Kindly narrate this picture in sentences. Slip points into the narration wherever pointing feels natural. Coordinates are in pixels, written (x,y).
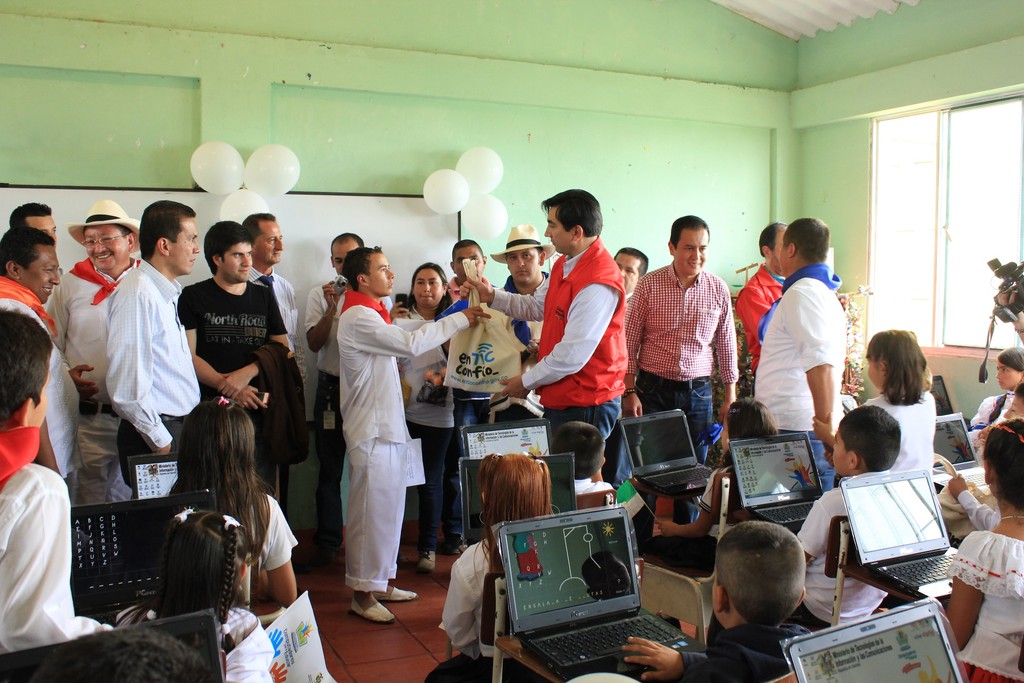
In this image, we can see some people (693,272) standing, there are some white balloons (467,200) on the wall (510,207), there are some kids (690,541) sitting and they are using laptops (2,659), we can see the walls (436,89), on the right side (963,190) there is a window (958,216).
